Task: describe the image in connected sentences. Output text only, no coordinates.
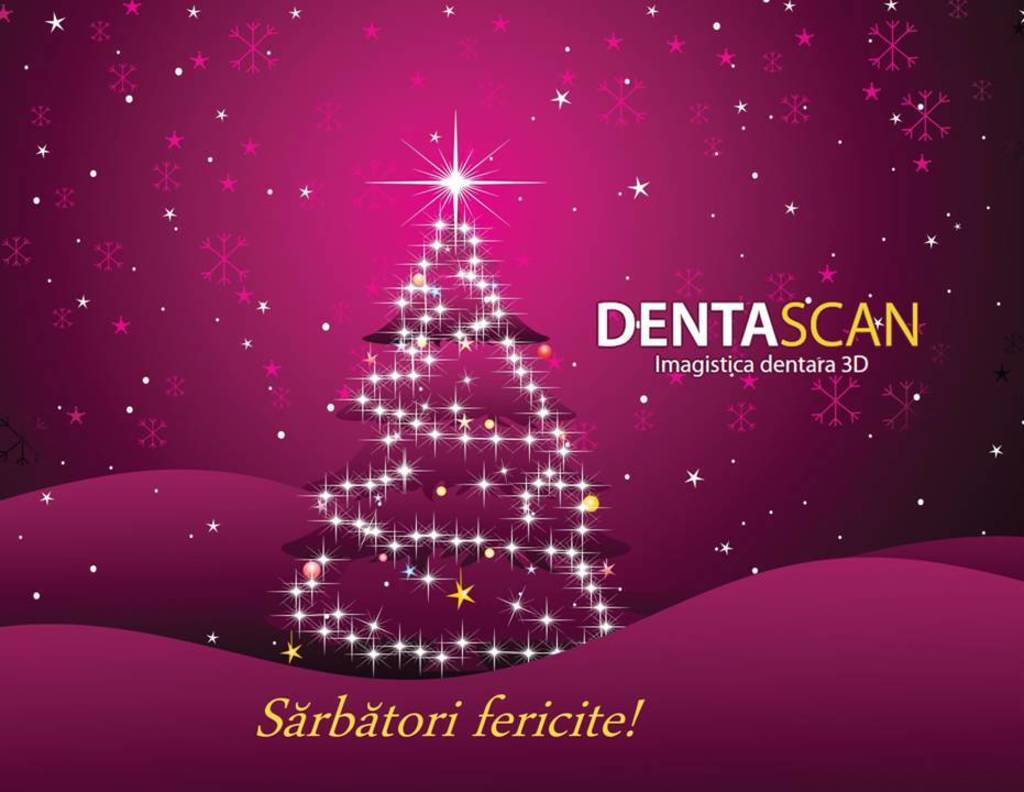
This is a poster, here we can see a Christmas tree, lights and some text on it.
